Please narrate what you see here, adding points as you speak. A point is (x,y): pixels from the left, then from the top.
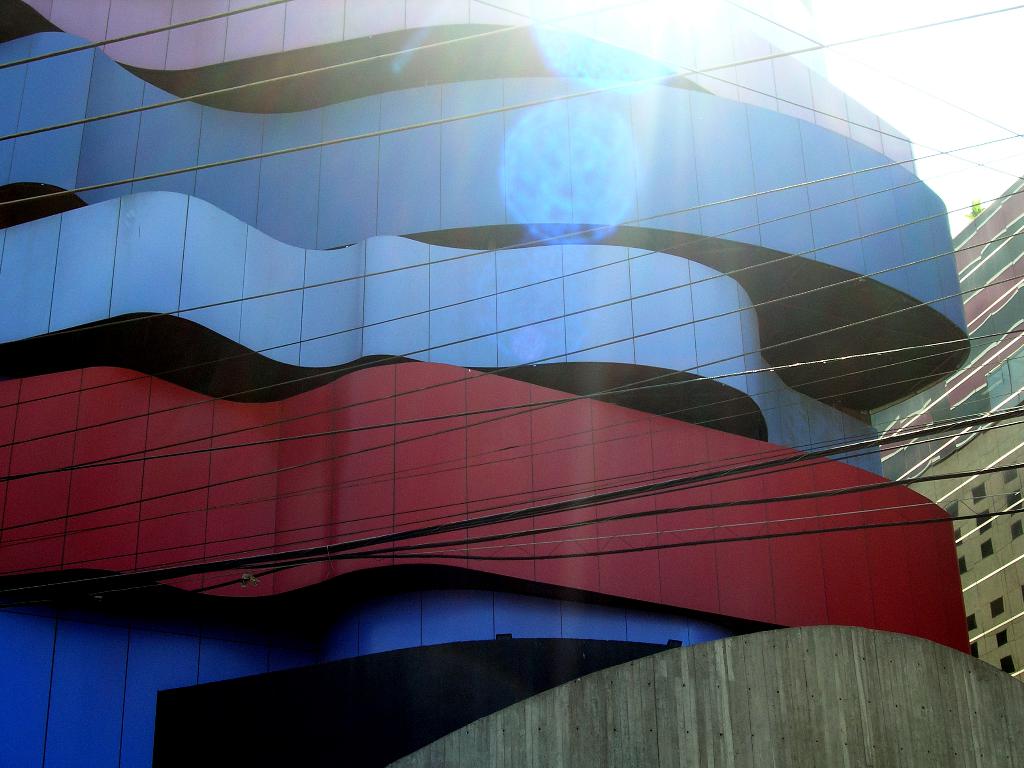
In this picture I can see buildings (983,373) and few wires (790,535) and a cloudy sky (938,132).
